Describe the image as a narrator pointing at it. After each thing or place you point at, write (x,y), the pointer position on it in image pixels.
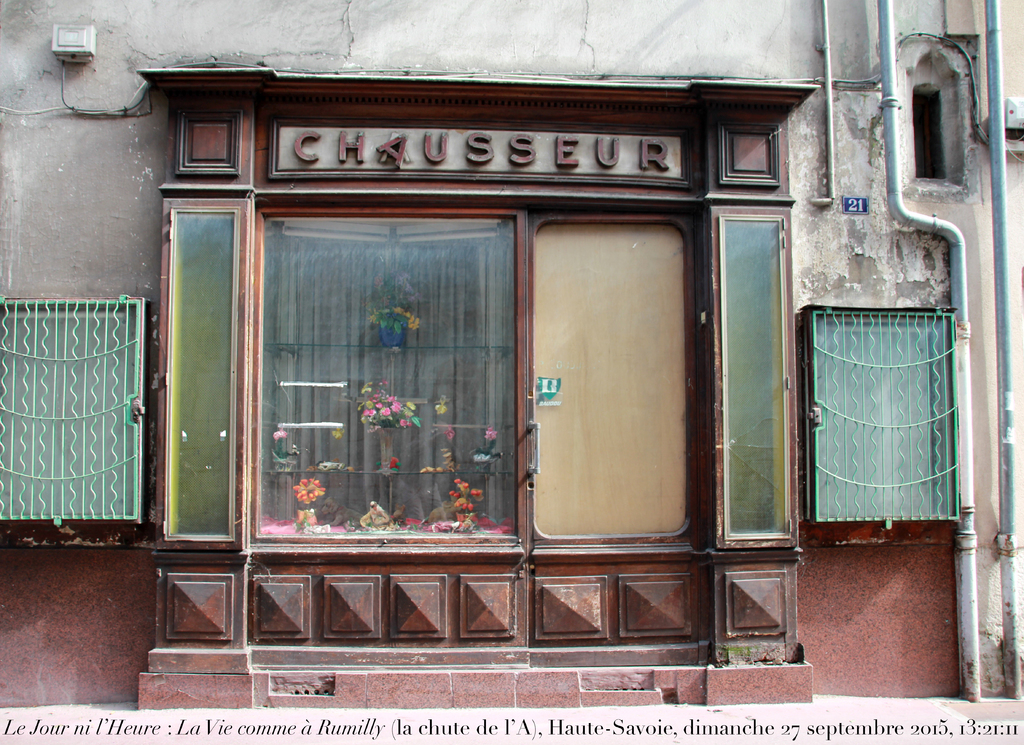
In this picture I can see some flowers (399,426) on the shelves (421,348) in a glass box (408,392). There are iron grills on either side of this image, at the top (298,133) I can see the board (552,169), on right side (1007,667) there are pipes (897,209), in the top left hand side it looks like a box (94,52).
